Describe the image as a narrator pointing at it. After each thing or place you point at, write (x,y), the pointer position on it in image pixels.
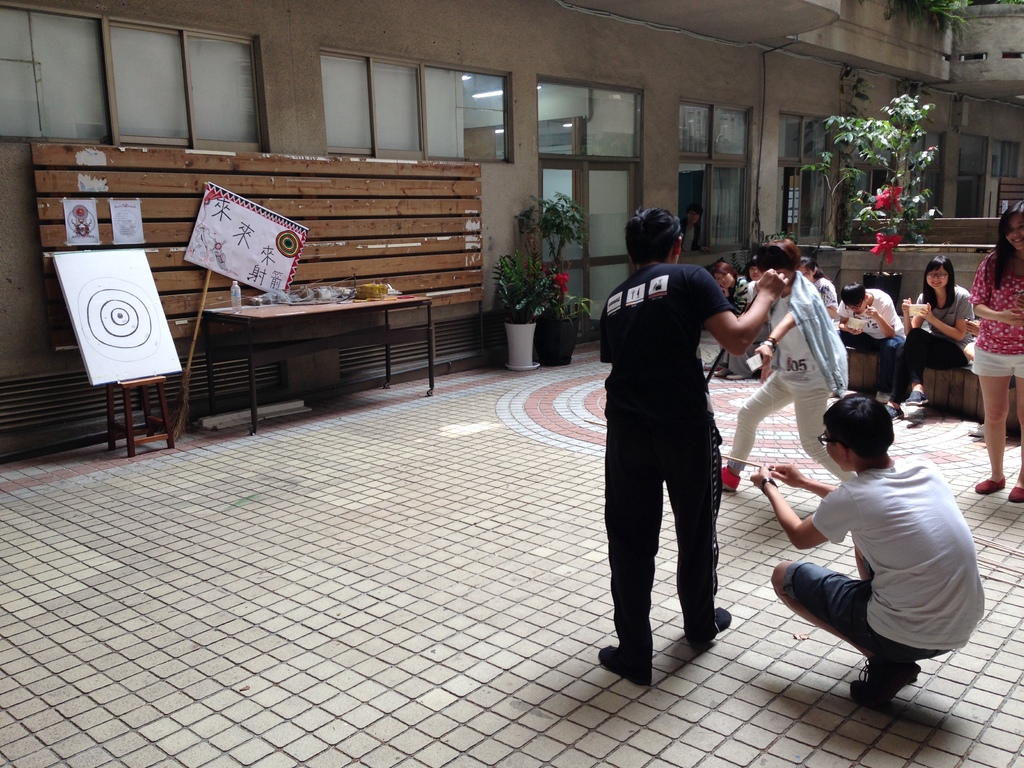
Here we can see a group of people (866,342) both Standing and sitting, they are trying to perform an act and behind them we can see a plant (893,179) and opposite to them there is a building (324,93) and there is a table (228,321) present opposite to them and beside the table (211,321) we can see a chart board (78,340).
